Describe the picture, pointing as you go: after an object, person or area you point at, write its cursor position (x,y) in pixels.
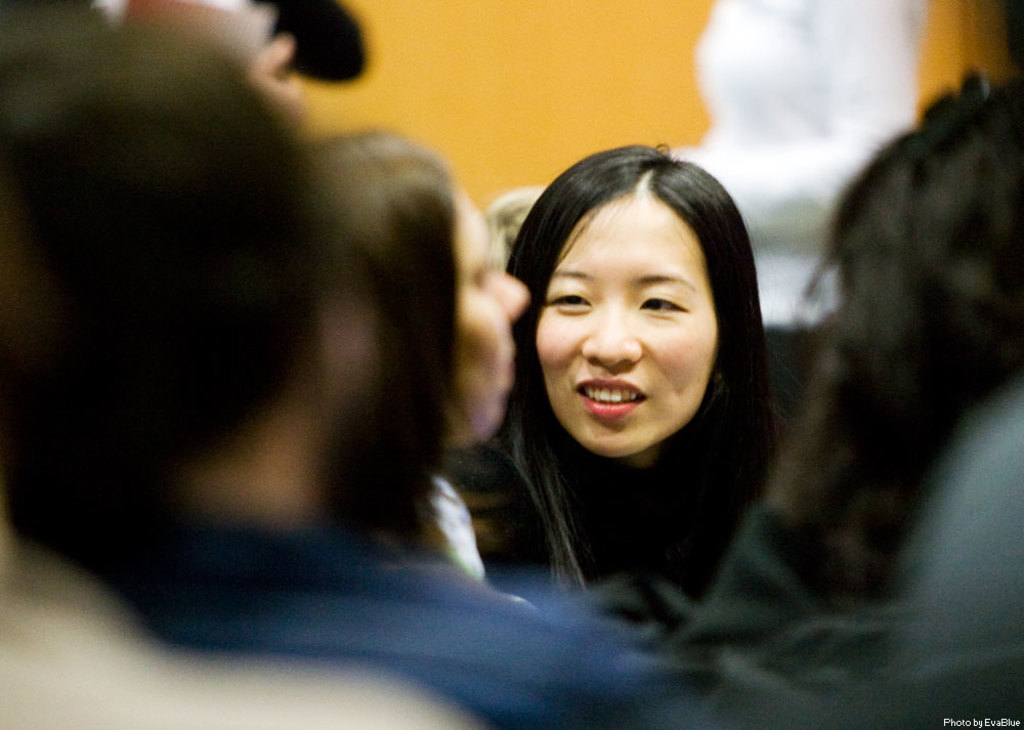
In the picture we can see some group of people (798,614) from it, we can see a woman's face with loose hair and smile and behind her we can see a wall (485,40) and a part of a white sculpture (762,229) near it.
